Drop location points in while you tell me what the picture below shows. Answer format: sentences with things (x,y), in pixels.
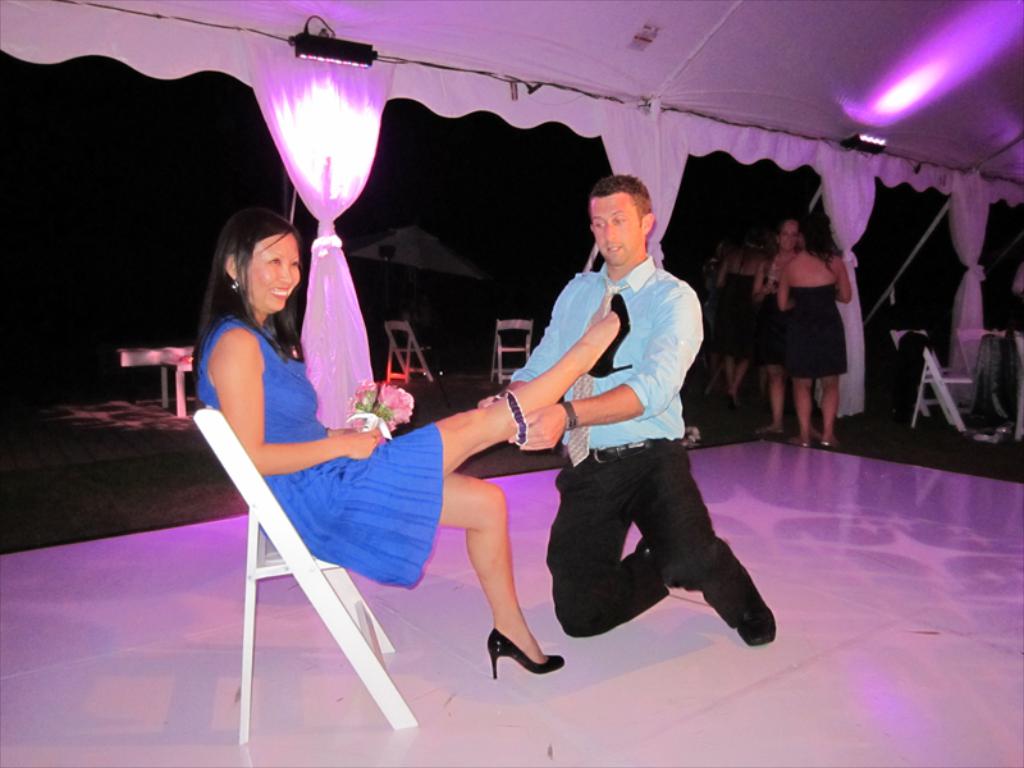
In this image, there are a few people (805,257). Among them, we can see a person (391,446) holding some object (390,401) is sitting. We can see the ground (876,616) with some objects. We can see some chairs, curtains (956,235) and an umbrella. We can see the tent (713,80) and some lights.
